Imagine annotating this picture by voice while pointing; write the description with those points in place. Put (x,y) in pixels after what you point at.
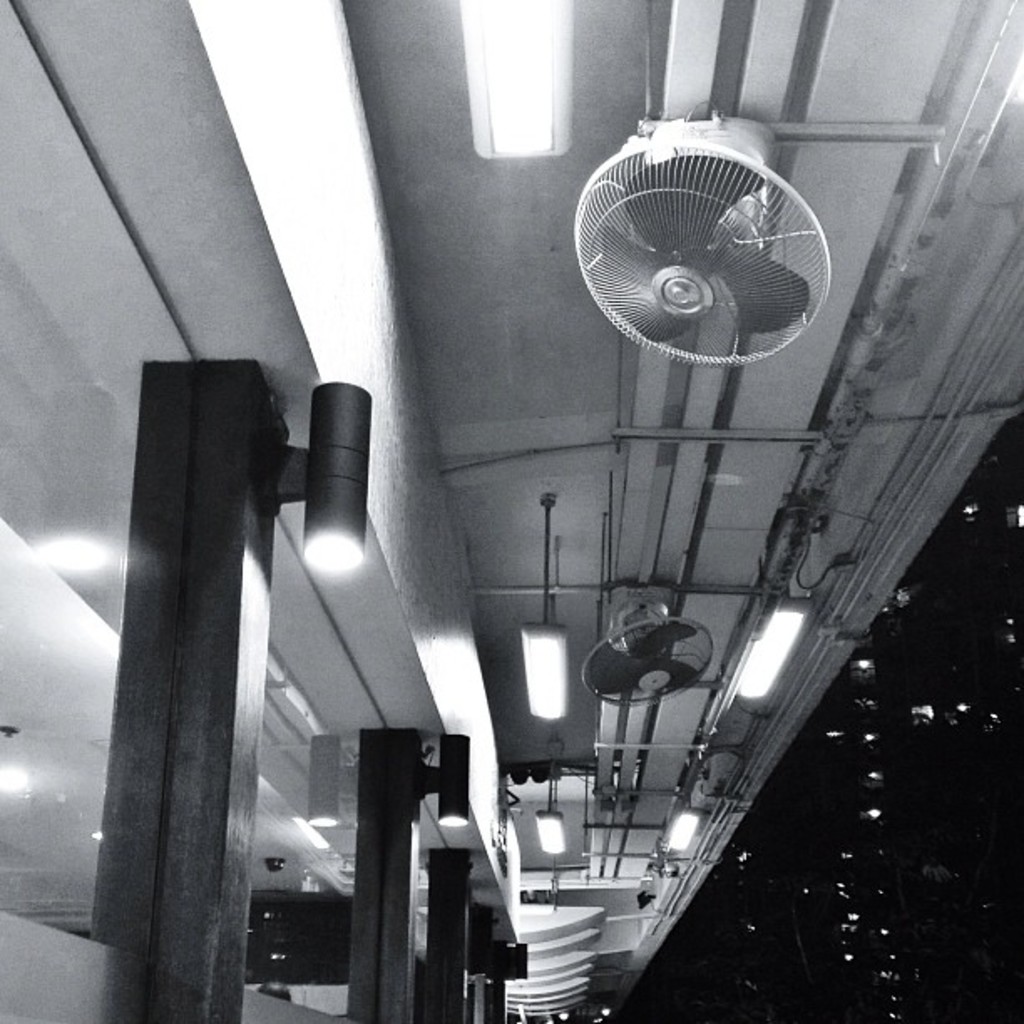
In this picture we can see fans (596,650), lights (540,693), glass (355,723) and some objects (123,737) and in the background (761,840) it is dark.
